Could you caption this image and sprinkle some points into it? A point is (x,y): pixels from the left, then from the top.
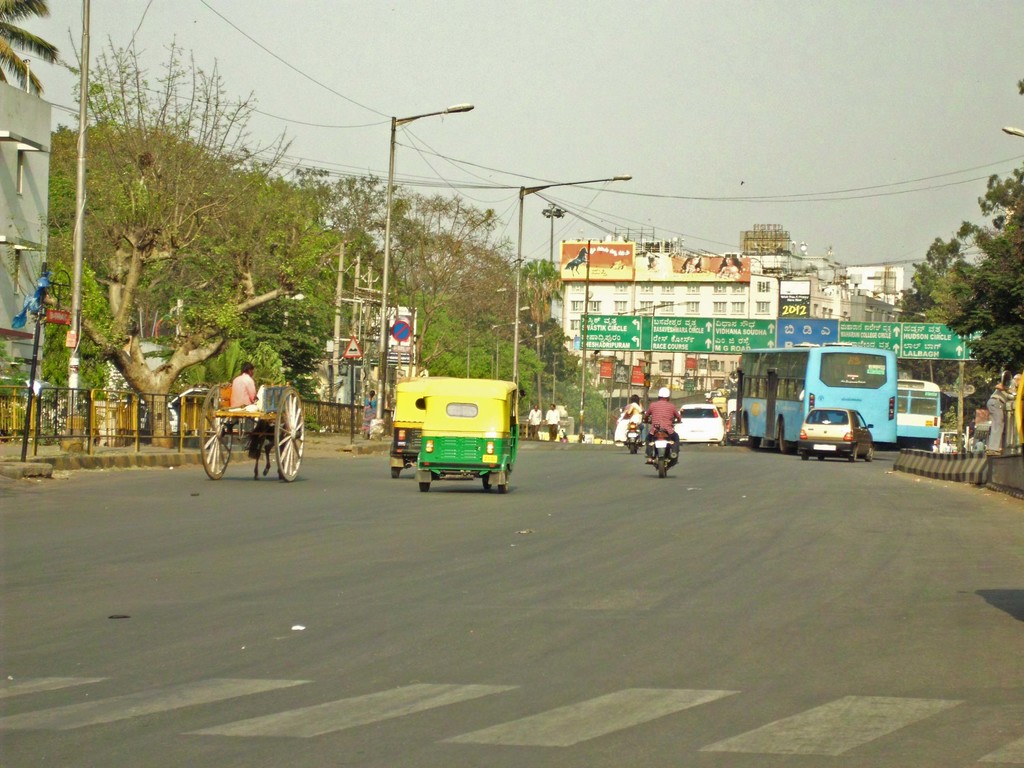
In this image, we can see vehicles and people (657,435) on the road (628,559) and in the background (103,251), there are trees (224,205), buildings (737,298), lights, poles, dividers (945,454), railings (16,409), name boards (392,344) and sign boards (401,331) and wires (470,187).
